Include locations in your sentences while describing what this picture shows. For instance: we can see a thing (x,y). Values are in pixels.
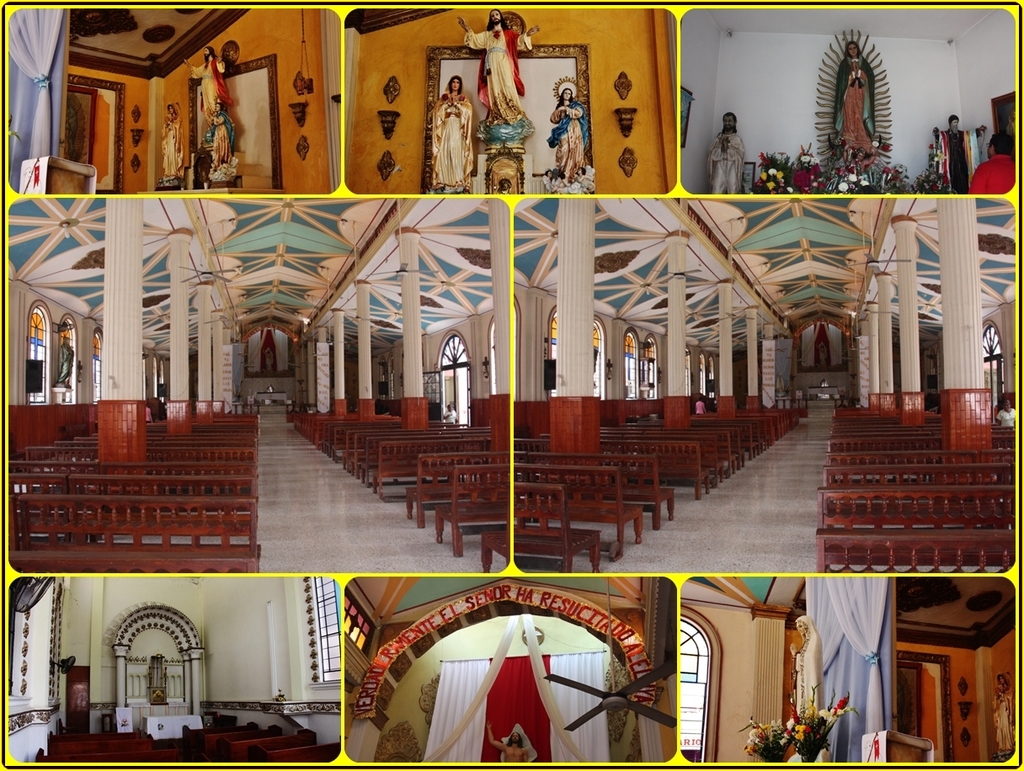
This picture might be taken inside the room (861,523). In this image, on the right side (800,678) corner, we can see sculptures (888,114), curtains (878,662), window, flower pot (762,751) and a wall (960,711). On the right side (970,463) middle, we can see some benches (673,443), pillars (975,349). On the right side (899,144) top, we can also see sculptures (878,136) and a wall (720,104). In the middle of the image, we can see curtains (579,674) and sculptures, fan (635,691). In the middle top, we can also see some sculptures (482,93) and a wall (597,65). On the left side (282,738) corner, we can also see some benches (292,752), pillars (185,672), window (323,618) and a wall (245,607). On the left side (251,560) middle, we can also see some benches (254,452), pillars (202,414), sculpture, window (100,336) and a roof (302,239) on the top (310,253). On the left side (228,164), we can also see some sculptures (212,88), mirror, curtains (35,66) and a wall (304,162).
